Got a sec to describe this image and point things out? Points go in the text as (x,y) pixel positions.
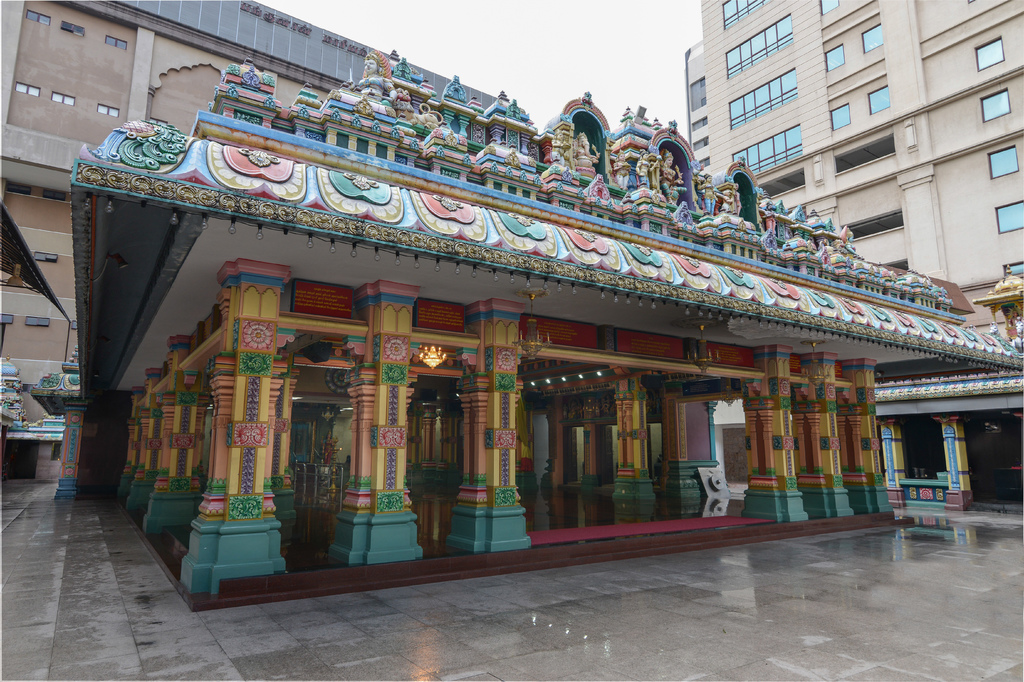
In this image in the front (466,232) there are sculptures (584,165) on the building (362,159), there are pillars (498,424) and there are lights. In the background (706,75) there are buildings (290,90) and the sky (482,45) is cloudy.
